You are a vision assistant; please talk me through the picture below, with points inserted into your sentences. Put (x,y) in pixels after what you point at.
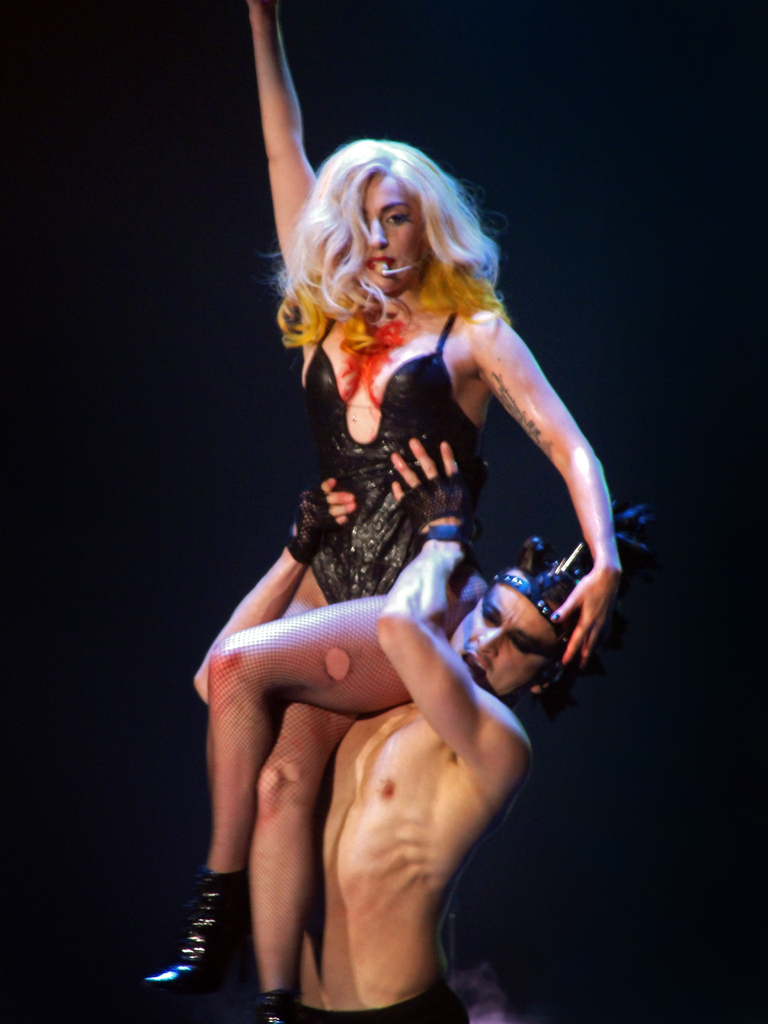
There is a man (440,733) without shirt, standing and holding a woman (396,521) who is in black color dress (420,539) and is sitting on his shoulder (391,706). The background (605,929) is dark in color.
